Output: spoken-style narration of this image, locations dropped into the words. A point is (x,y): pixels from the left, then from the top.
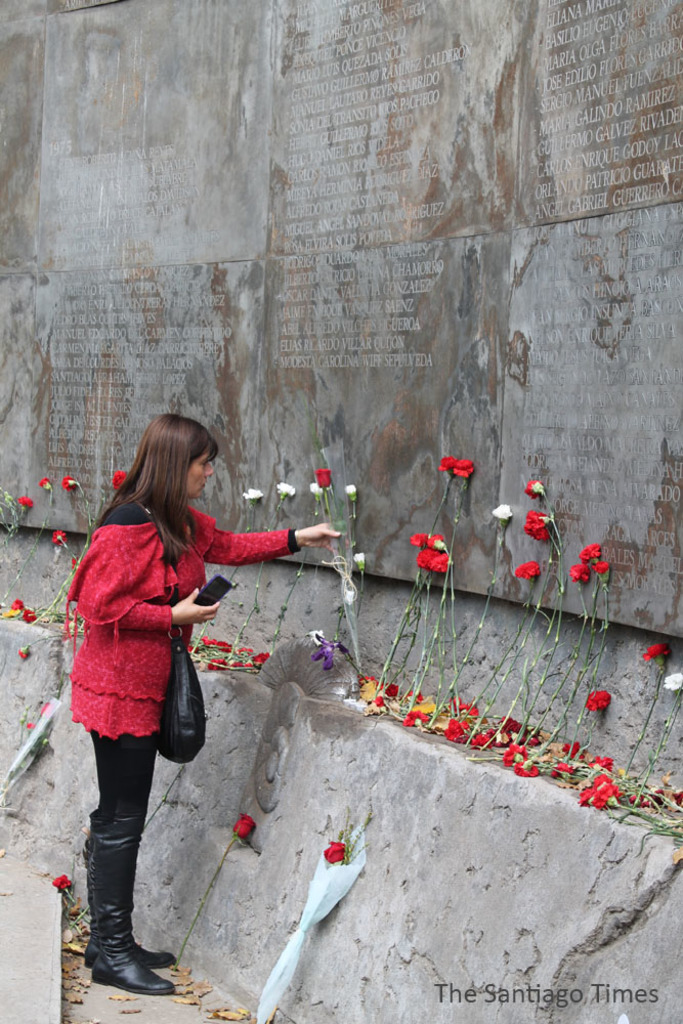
On the left side of this image (150,667) I can see a woman (151,568) is standing, holding a bag (182,652), mobile (215,588) in the hand (196,616) and holding a rose flower (327,486) in another hand (319,534). The roses (348,586) are placed on a wall (324,624). On the top of the image (458,149) I can see some text (318,323) on the wall (389,458).
